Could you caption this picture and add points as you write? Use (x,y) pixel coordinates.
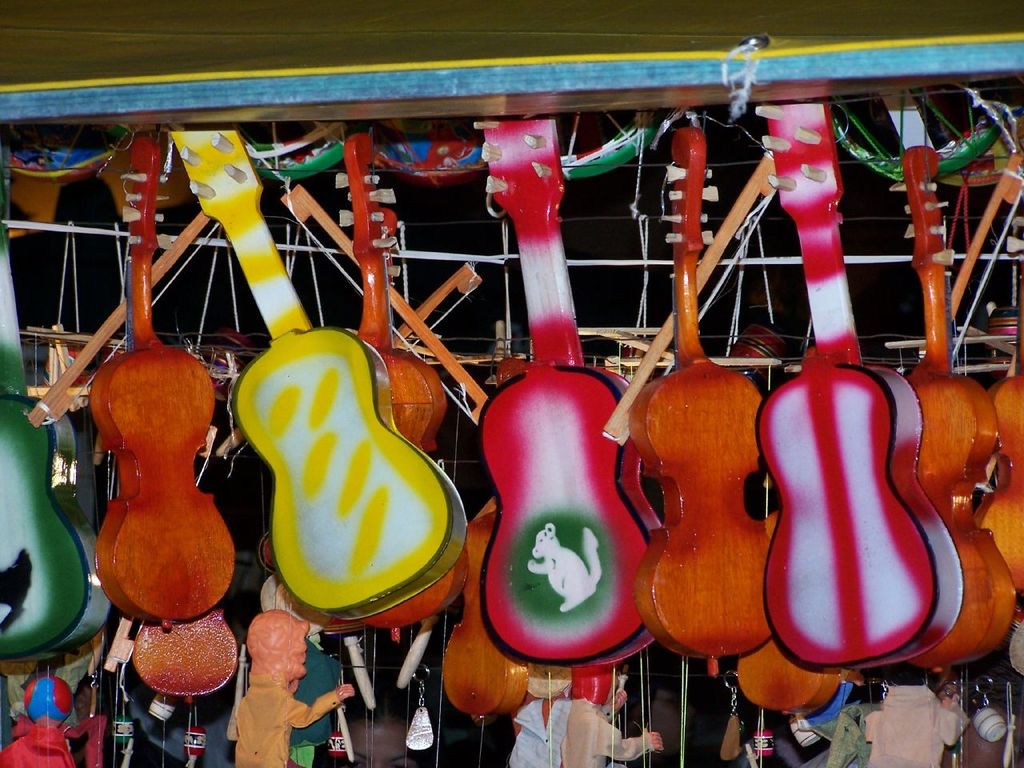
There are many guitar toys (16,398) which are different in color are tightened to the rope (643,236).
